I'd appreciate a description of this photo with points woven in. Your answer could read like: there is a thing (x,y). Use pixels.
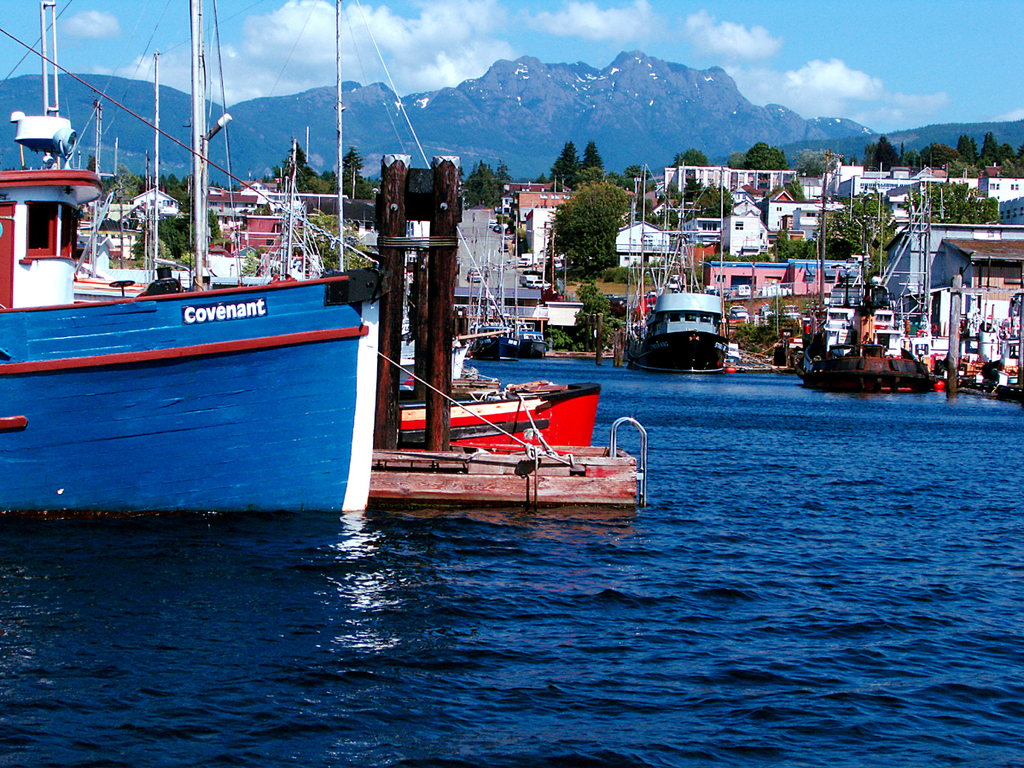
There are ships (33,214) on the water (139,717). Here we can see trees (561,233), poles (599,338), vehicles (615,293), and buildings (518,290). In the background (79,64) we can see mountain (588,141) and sky (750,62) with clouds (729,62).
